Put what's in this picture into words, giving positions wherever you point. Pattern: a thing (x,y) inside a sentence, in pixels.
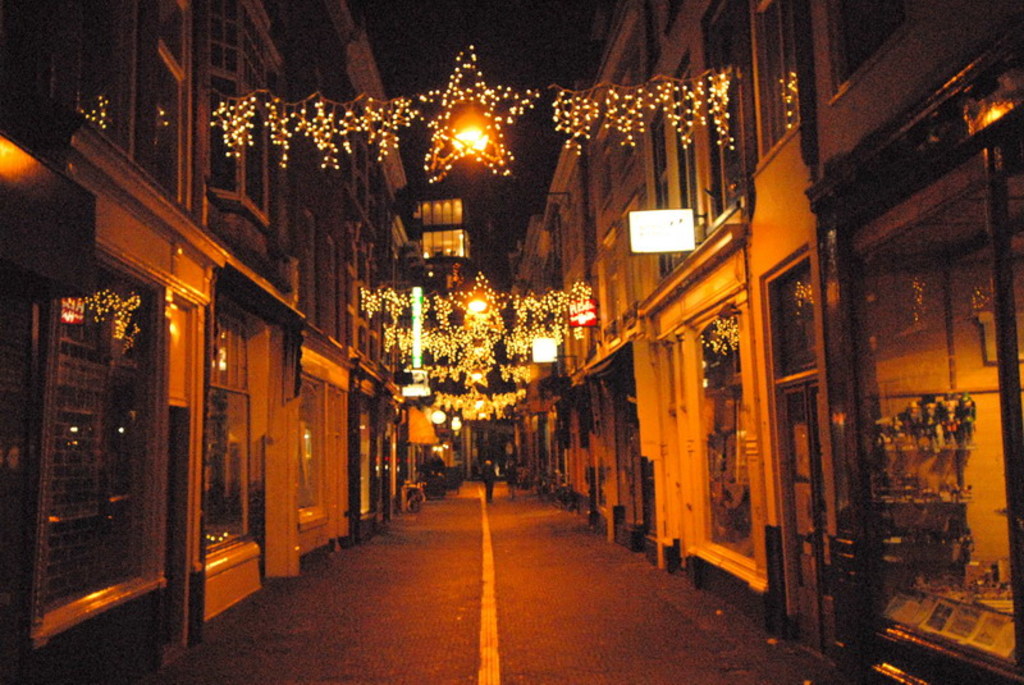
In this image there is a road (551,568), on that road (530,518) two persons (488,486) are walking, on either side of the road (436,502) there are buildings (602,443), on the top (475,140) there is lighting (434,168).
